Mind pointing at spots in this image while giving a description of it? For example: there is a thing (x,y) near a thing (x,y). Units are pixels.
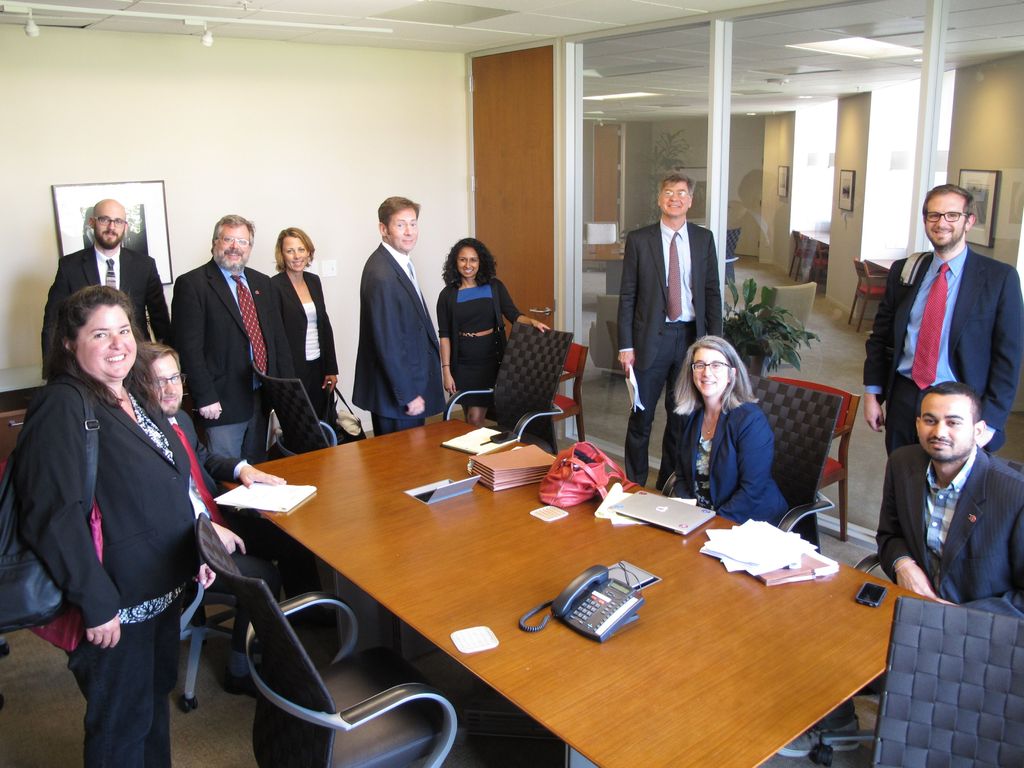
Few persons (931,520) sitting on the chairs (304,396) and these persons (380,388) standing. We can see phone (574,584), laptop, book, paper (717,544) on the table (468,562). This is floor (208,680). On the background (270,125) we can see wall (270,125), frame (127,211), glass window (884,208). From this glass window (805,284) we can see plant (772,298).
